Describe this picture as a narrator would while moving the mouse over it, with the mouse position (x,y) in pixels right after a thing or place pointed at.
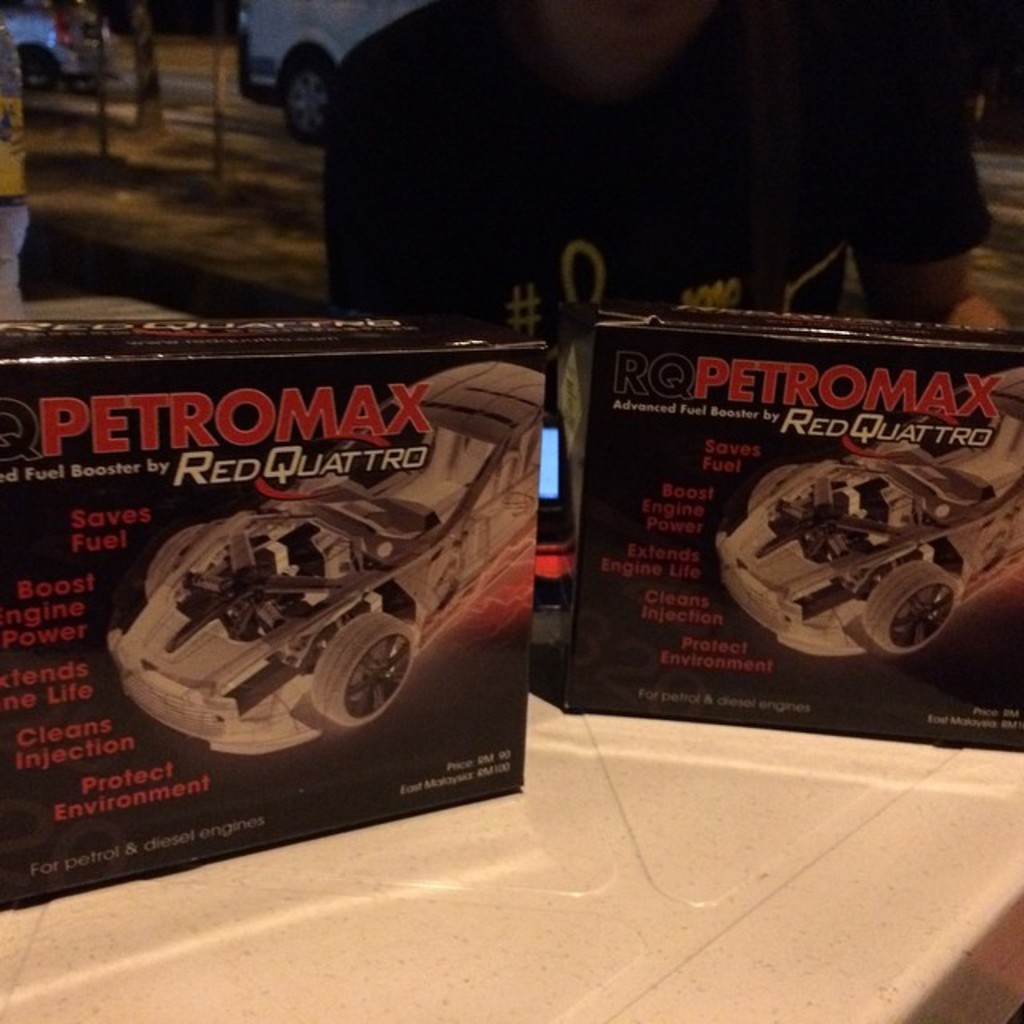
In this image we can see two boxes (505,525) which are in black color on the surface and at the background (357,232), we can see a person (551,128) and some vehicles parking on the road (178,79).
